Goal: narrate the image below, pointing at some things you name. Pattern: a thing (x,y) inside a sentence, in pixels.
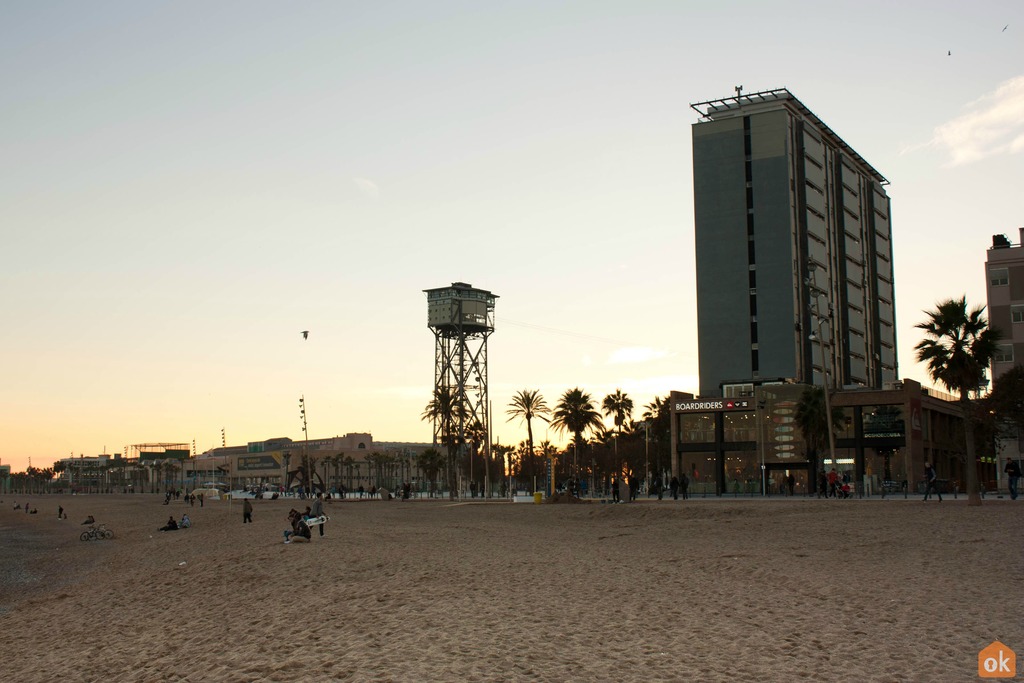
This picture shows few buildings (936,398) and we see a tower (450,387) and cloudy sky (454,100) and we see few people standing and few are seated and we see trees (964,326) and few birds (1002,29) flying in the sky (968,40).
